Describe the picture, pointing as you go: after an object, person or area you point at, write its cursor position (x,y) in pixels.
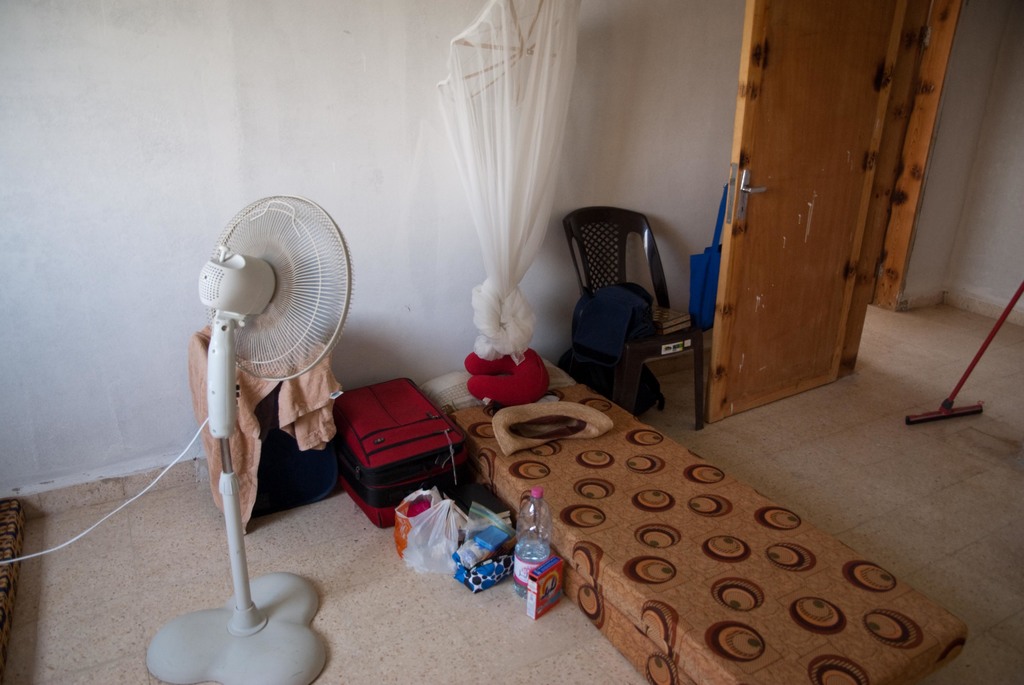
There is a room (644,85). There is a net (495,75), bed (679,635), bottle (539,536), polythene cover (449,504), suitcase (453,477), chair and door (776,325) in a room (326,585).
